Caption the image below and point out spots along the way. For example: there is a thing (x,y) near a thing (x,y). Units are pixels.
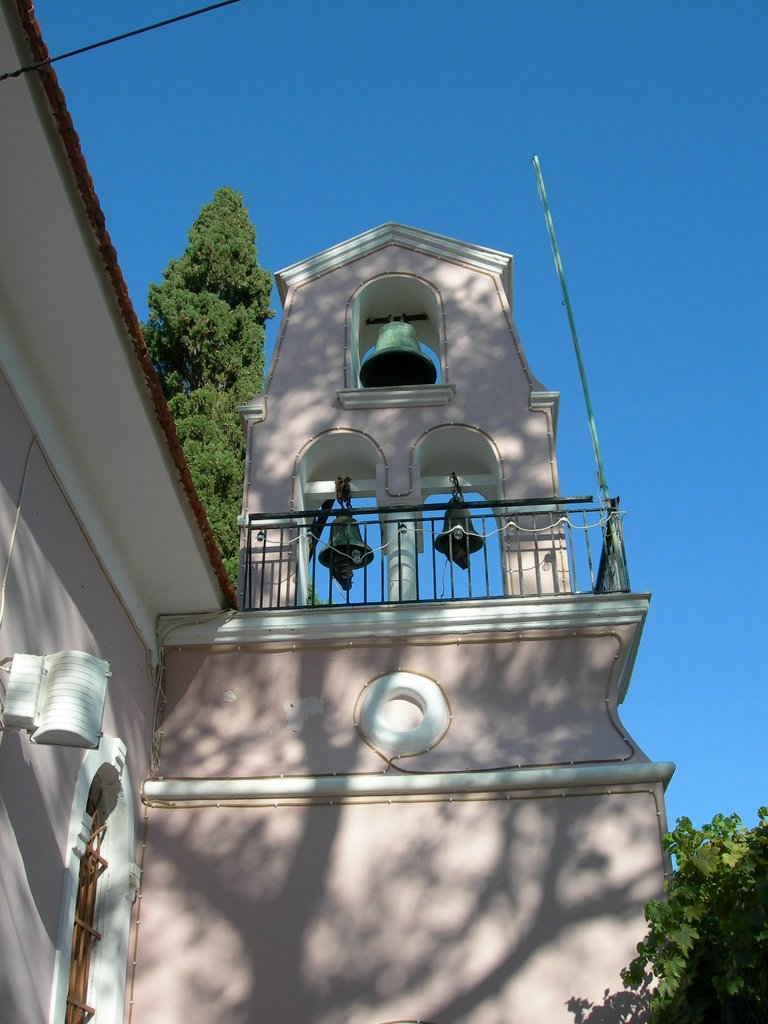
In this image there is the sky (450,93) towards the top of the image (467,93), there are trees (218,339), there are bells (417,359), there is a rod (576,332), there is a wall (323,882) towards the bottom of the image (190,886), there are lights (223,644) on the wall (262,689), there is a wire (83,50) towards the top of the image (130,37).
